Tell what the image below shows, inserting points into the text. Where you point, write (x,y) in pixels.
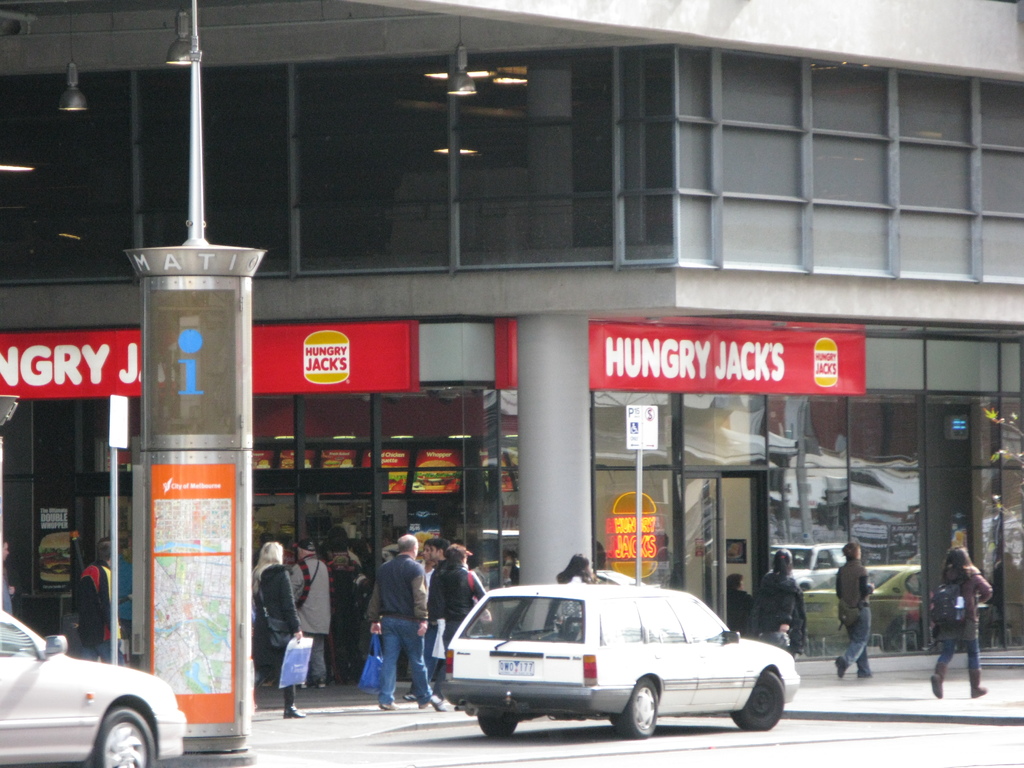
In the center of the image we can see two vehicles (720,699) on the road (719,729). In the background (662,279) there is a building (366,170), lights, boards (193,508) with some text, pillars (243,400), few people (951,563) are walking, few people (404,568) are holding some objects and a few other objects (234,317).
